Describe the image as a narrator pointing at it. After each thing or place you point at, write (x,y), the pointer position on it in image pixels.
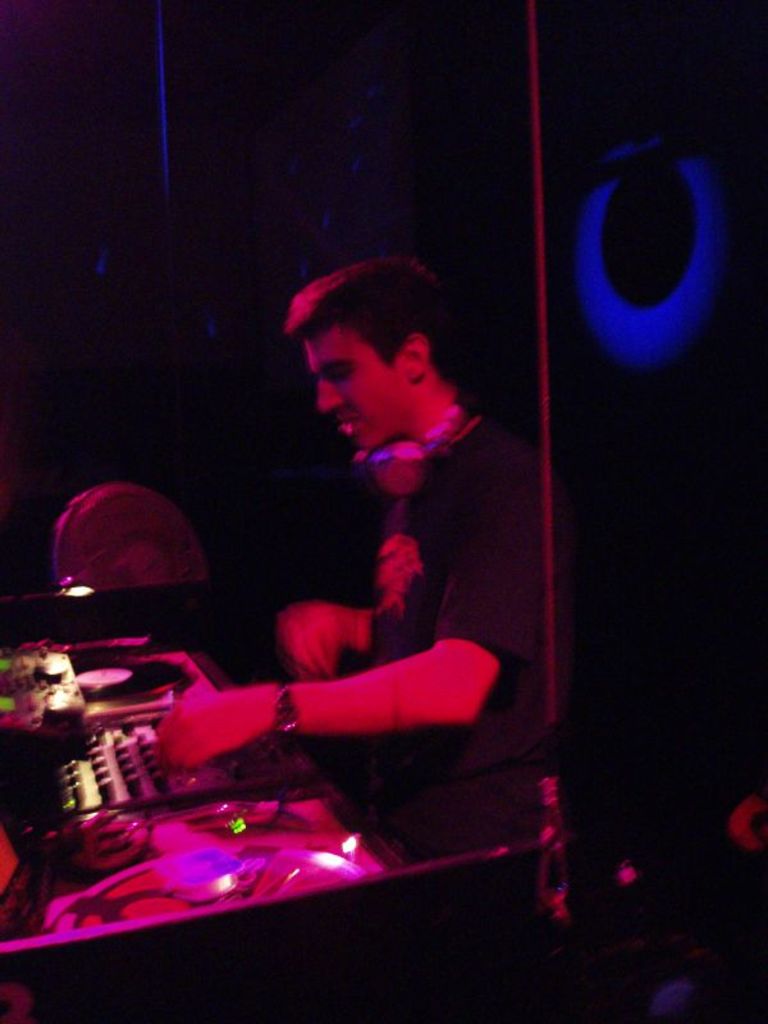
In the picture we can see a man (456,636) playing a DJ, he is in a black T-shirt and red color light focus on him and behind him we can see dark and some blue color light (613,295) on the wall (623,246).
